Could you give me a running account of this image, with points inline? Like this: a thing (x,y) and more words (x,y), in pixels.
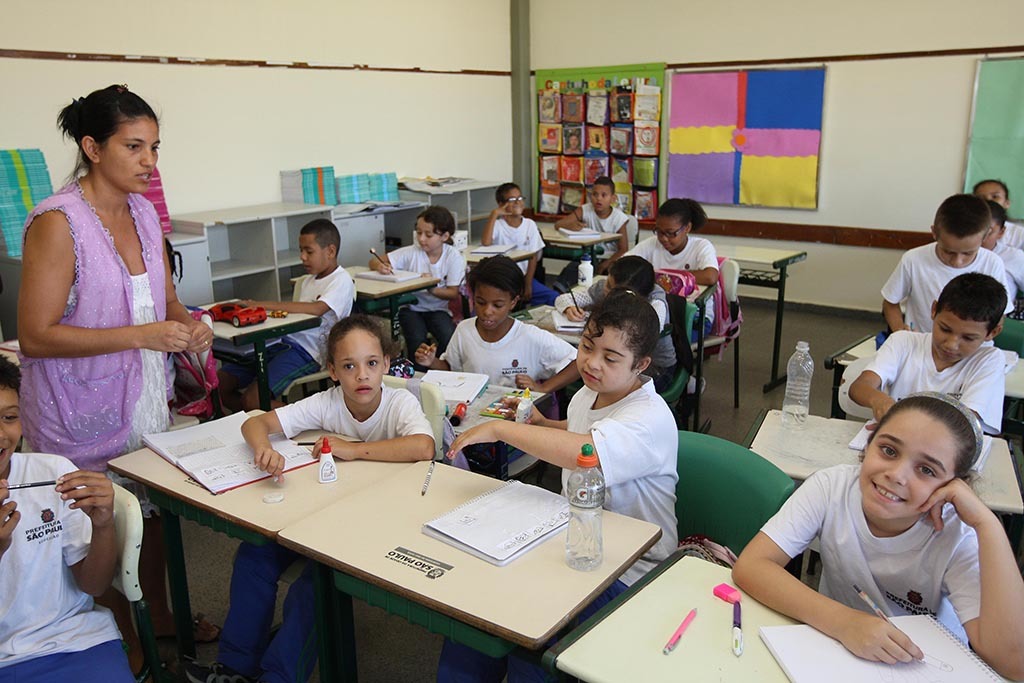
In this picture few persons (639,449) sitting on the chair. This person (140,378) standing. we can see tables (624,550) and chairs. On the table (383,492) we can see books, bottle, pen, eraser (733,589). This is floor (773,332). On the background (621,45) we can see wall (265,196), posters (749,164), papers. We can see books (318,179).
